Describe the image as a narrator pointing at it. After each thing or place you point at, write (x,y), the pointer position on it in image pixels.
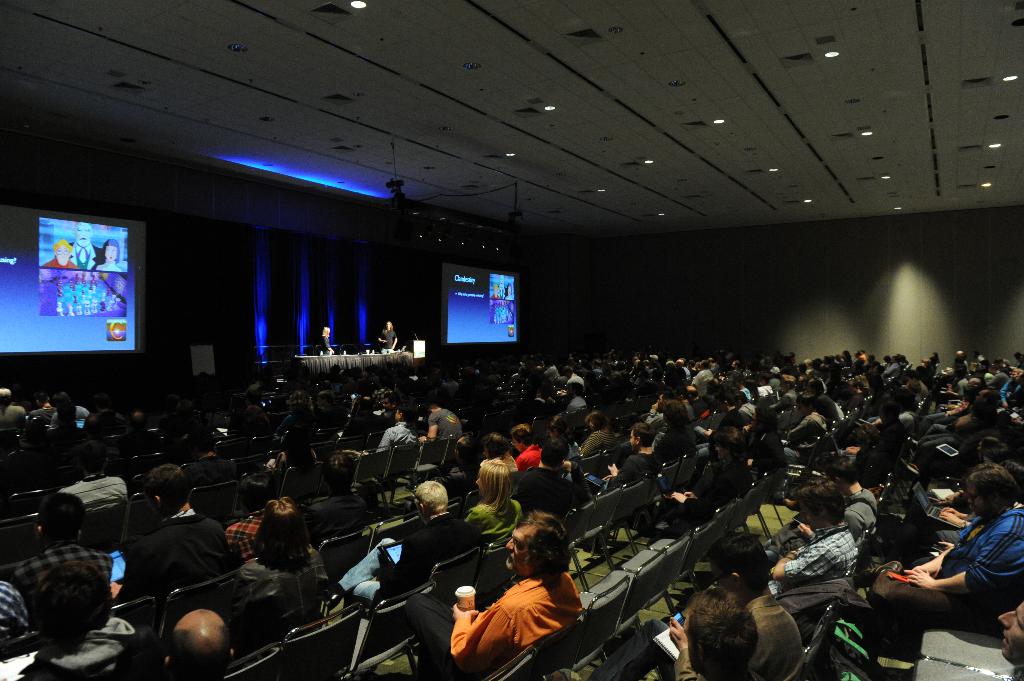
In this image I can see some people (558,460) are sitting on the chairs (488,572). At the top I can see the lights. I can see some depiction (122,301) on the wall (232,310).
